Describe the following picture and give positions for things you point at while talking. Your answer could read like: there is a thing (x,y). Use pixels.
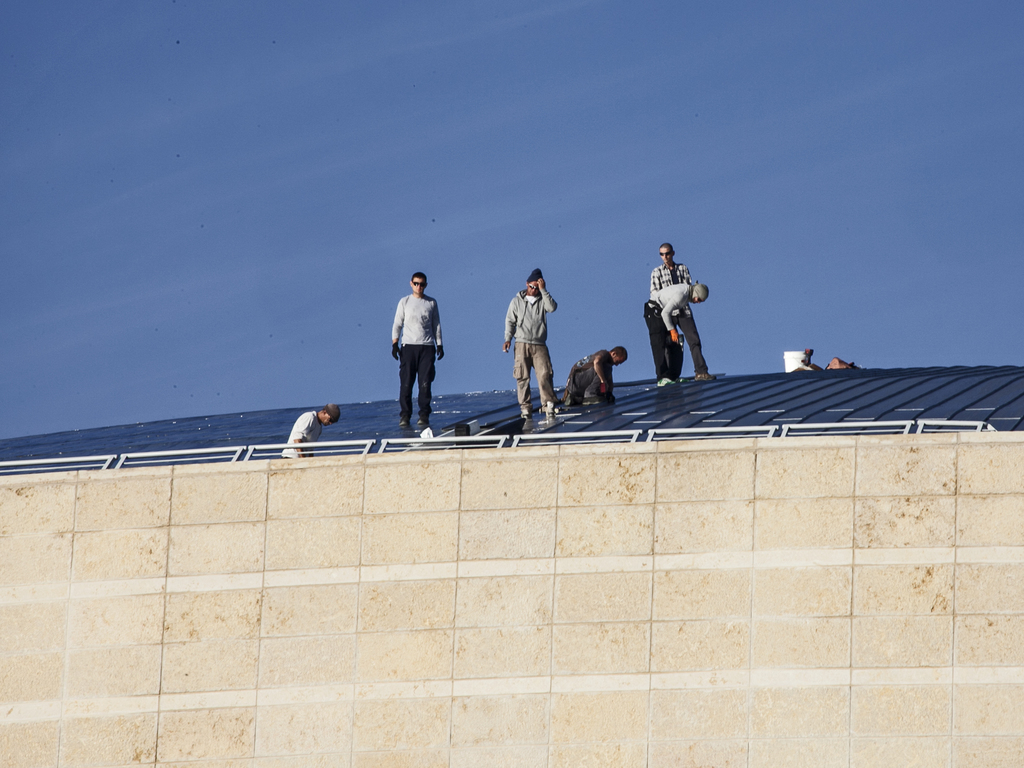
In the image there are few people (439,339) standing on the top of a building (625,411) and one person (602,386) is fixing something. There is another object (798,365) kept behind them.
